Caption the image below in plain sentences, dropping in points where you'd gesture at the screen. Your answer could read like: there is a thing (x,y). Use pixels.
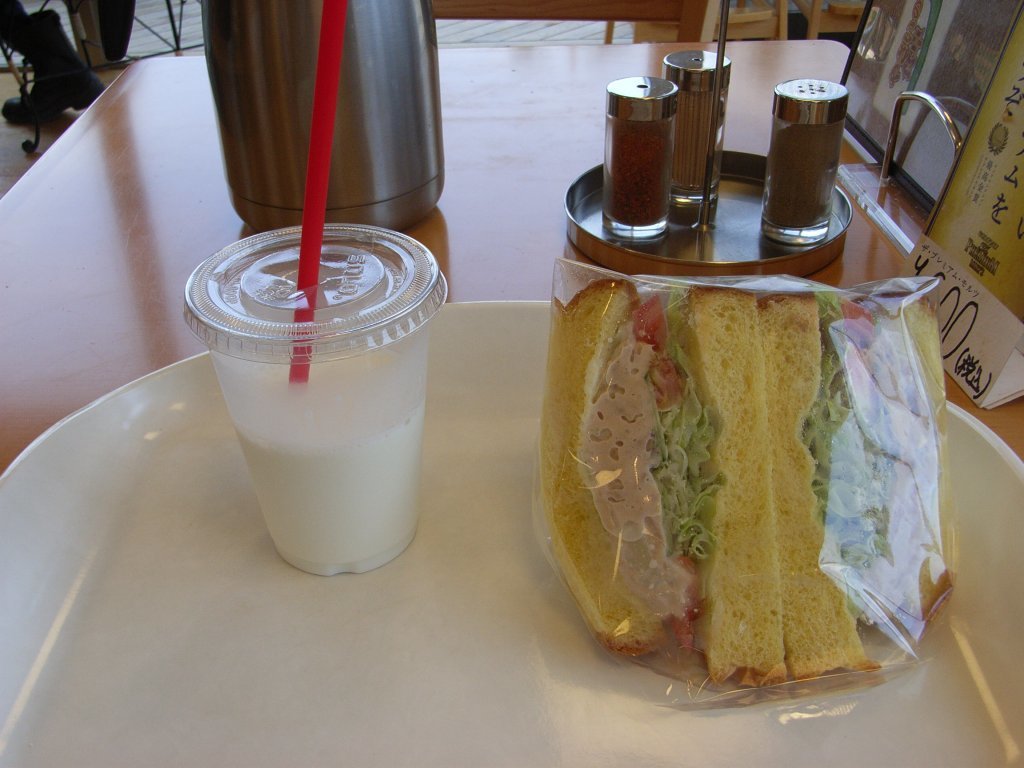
In this image I can see the food (782,574) in brown, green and red color and the food (645,615) is in the plate (463,610) and I can also see the glass (372,447). Background (827,162) I can see few objects (797,140) on the table (55,281) and the table (123,289) is in brown color.
